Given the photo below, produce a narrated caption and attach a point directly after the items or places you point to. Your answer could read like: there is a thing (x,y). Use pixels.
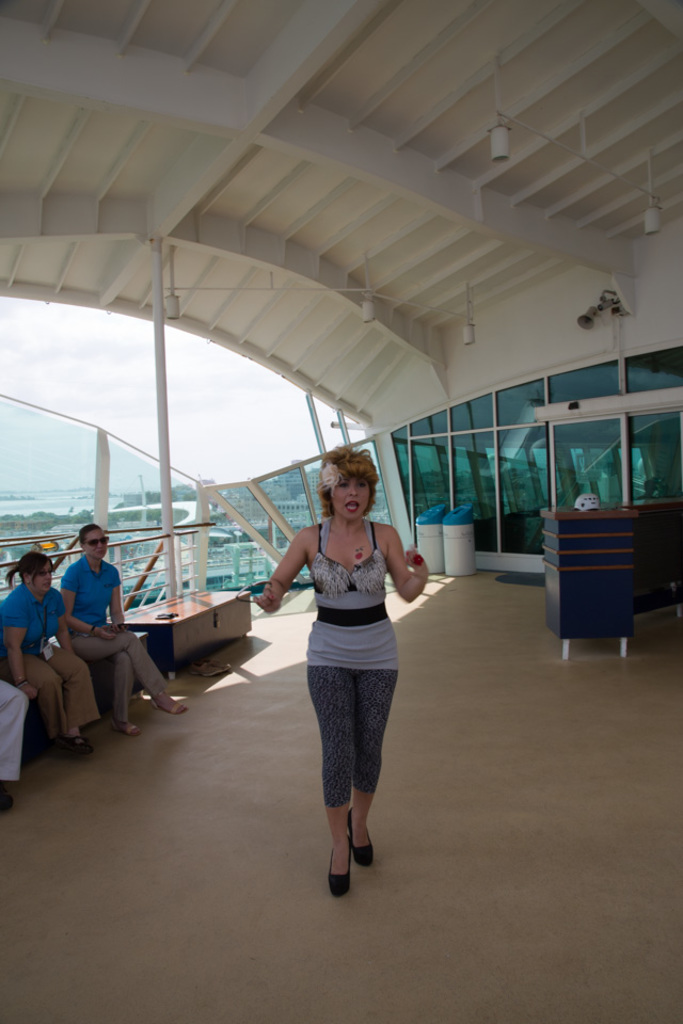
In this picture we can see a woman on the ground (473,853), here we can see people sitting on a platform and we can see a roof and some objects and in the background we can see trees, sky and some objects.
